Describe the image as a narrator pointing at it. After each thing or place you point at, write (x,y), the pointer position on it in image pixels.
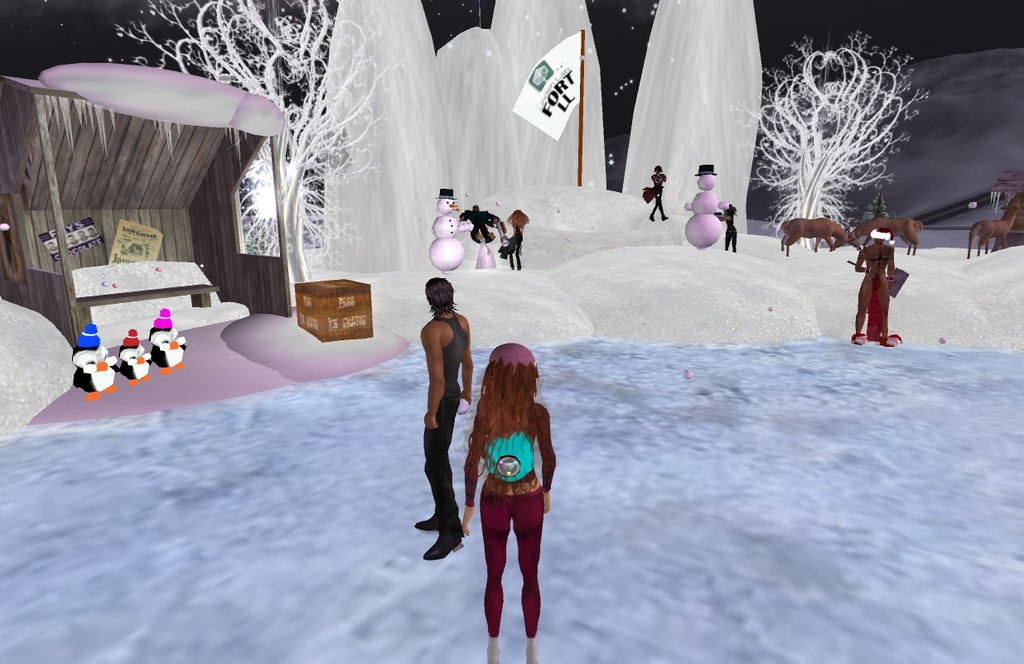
This is an animation picture. In this there is snow (498,333) on the ground (724,341). Also there are people (446,350). In the background (300,187) there are trees (365,149), flag (551,91) with a pole (581,89). Also there is a shed (196,160). Near to the shed (174,191) there is a box (301,287) and there is a bench (168,283) and some posters (118,241) inside the shed (118,209). In the background (443,267) there are animals (790,235) and snowmen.
